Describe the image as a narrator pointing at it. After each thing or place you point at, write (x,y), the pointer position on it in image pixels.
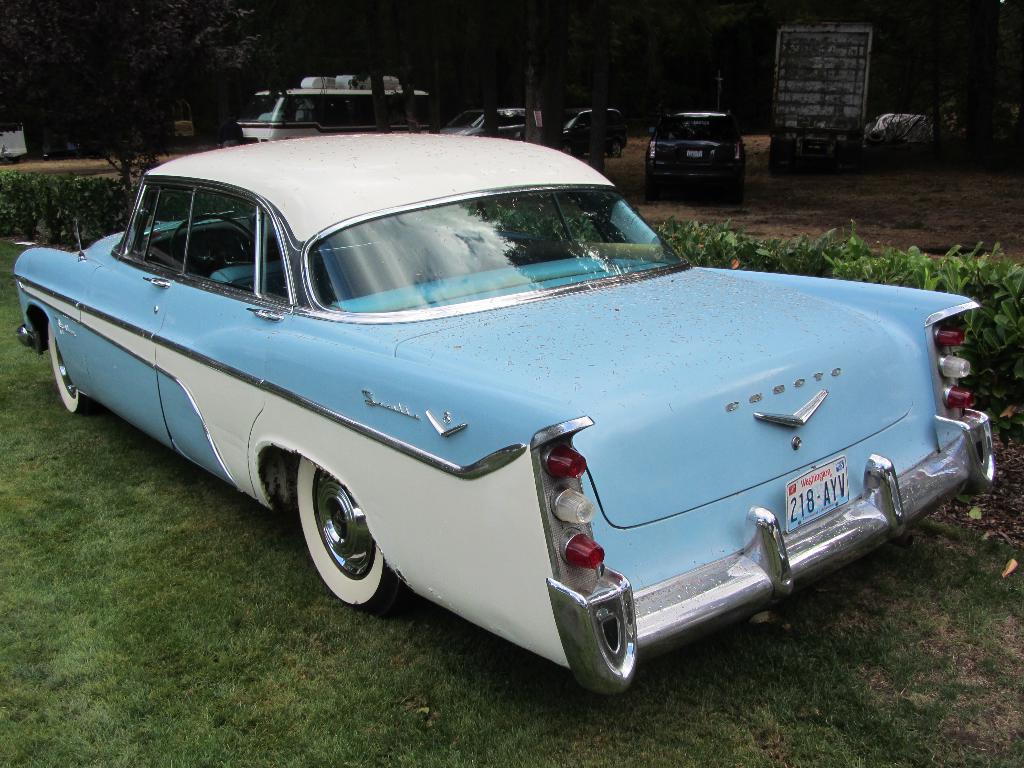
In the middle of this image (372,280), there is a vehicle (432,176) in blue and white color combination on the ground (148,491), on which there is grass (80,668). Besides this vehicle (582,379), there are plants (993,295) and a tree (94,49). In the background (66,143), there are vehicles (735,126) and other objects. And the background (349,14) is dark in color.
